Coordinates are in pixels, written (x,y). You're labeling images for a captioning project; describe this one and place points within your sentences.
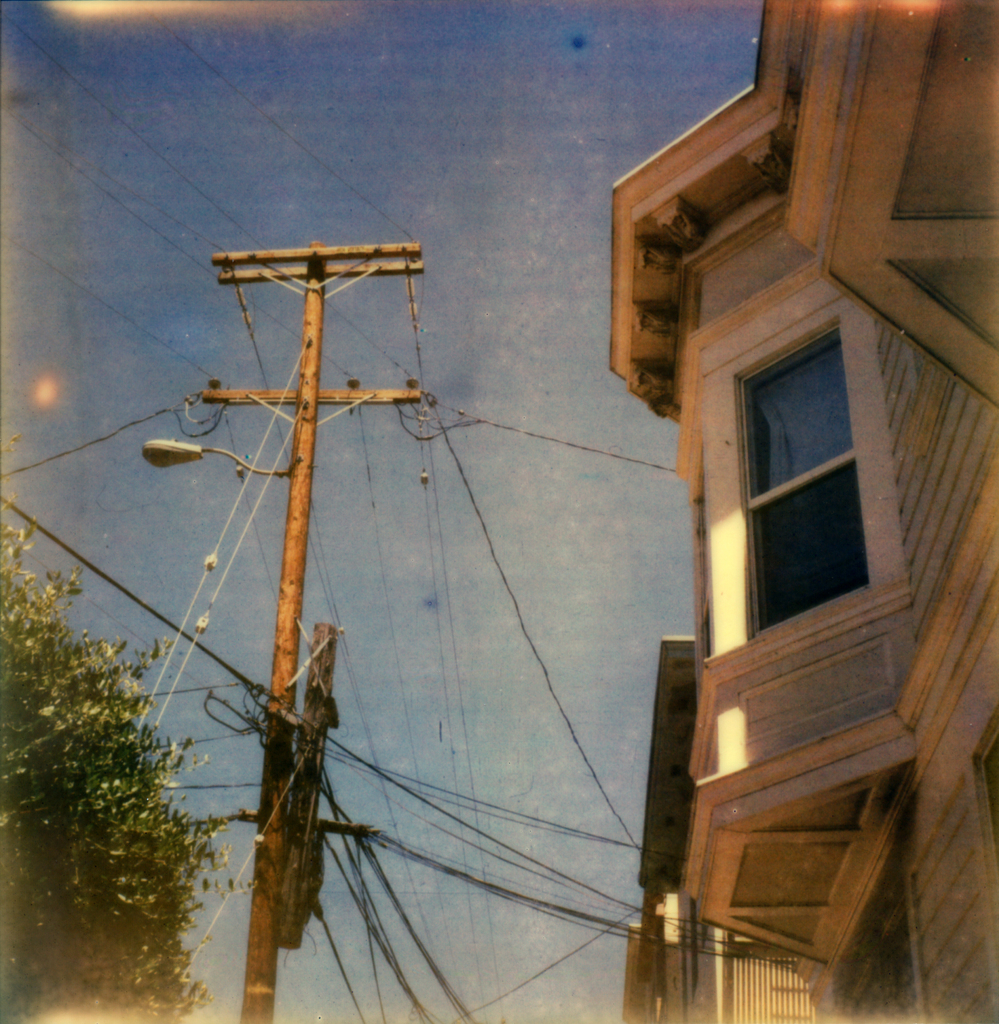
This picture is clicked outside. On the right (836,205) we can see the building (695,729). In the center (341,391) we can see a pole (293,400), cables (242,490), street light (161,459). On the left (122,754) we can see a tree (118,791). In the background (429,103) we can see the sky (481,118) and the picture seems to be an edited image.
